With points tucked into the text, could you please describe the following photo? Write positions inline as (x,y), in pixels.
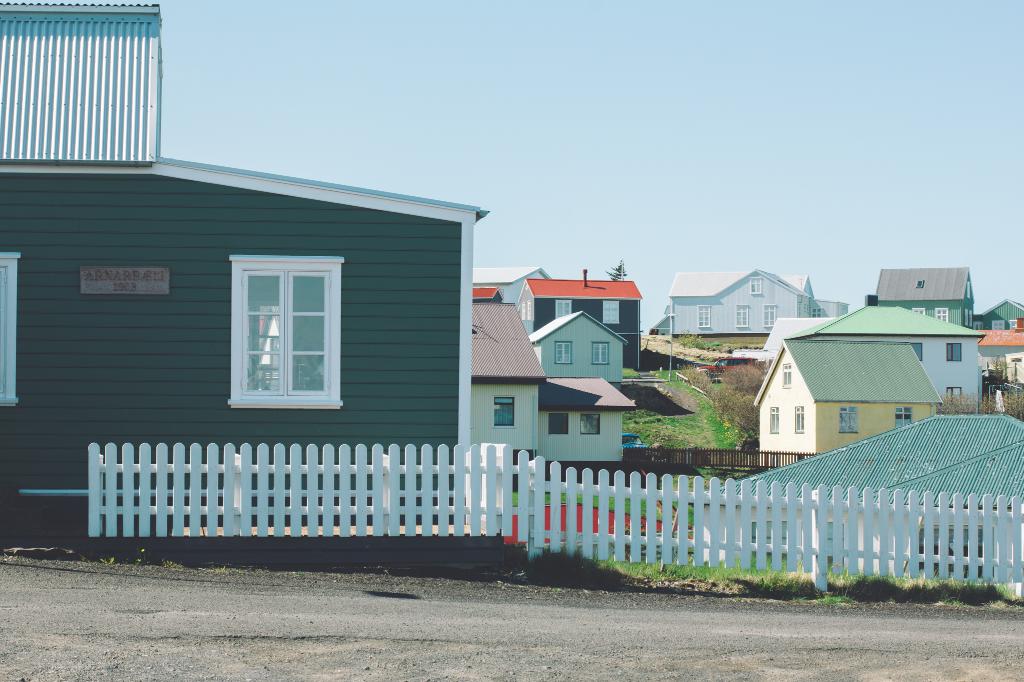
There are many houses (592,332) in the image. There is a clear sky (628,128) at the top of the image (502,103). There is a grassy land (700,423) in between the houses (974,424).
